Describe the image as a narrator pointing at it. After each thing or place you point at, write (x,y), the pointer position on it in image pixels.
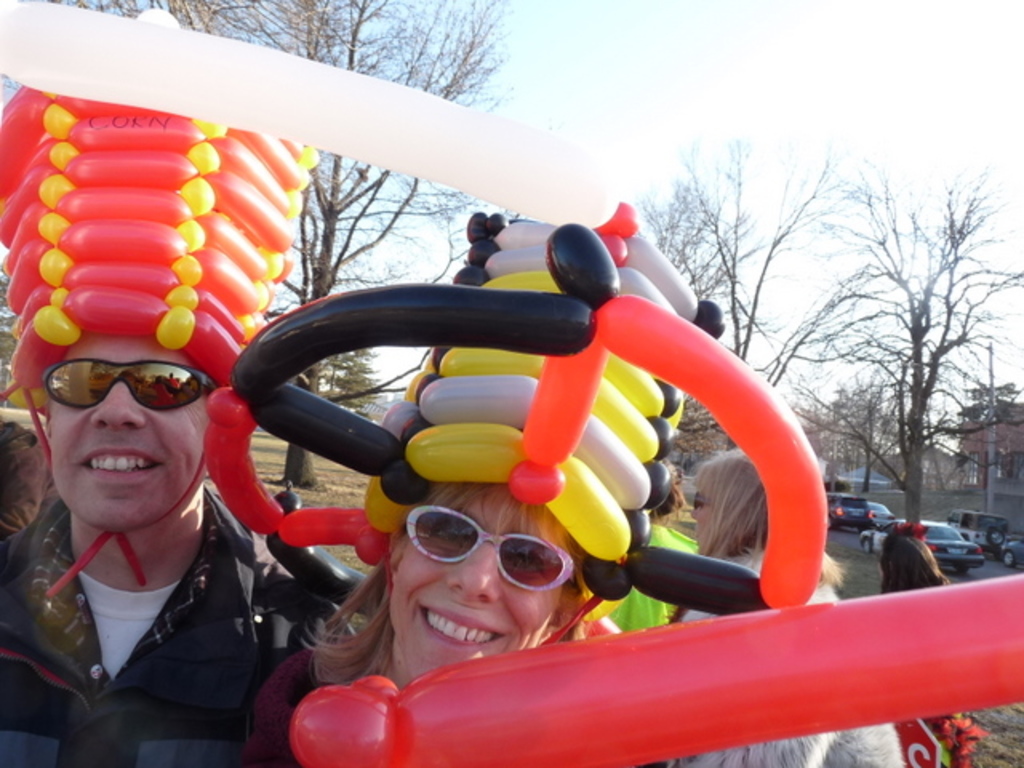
In this image, we can see a woman (520,549) and man (127,663) wearing goggles (414,510), crowns (451,424) made with balloons (101,292) and smiling. In the background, we can see people (678,538), trees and the sky (694,12). On the right side of the image (1002,536), we can see the vehicles (955,527) on the road (1023,570), board (917,762) and pole (994,440).
